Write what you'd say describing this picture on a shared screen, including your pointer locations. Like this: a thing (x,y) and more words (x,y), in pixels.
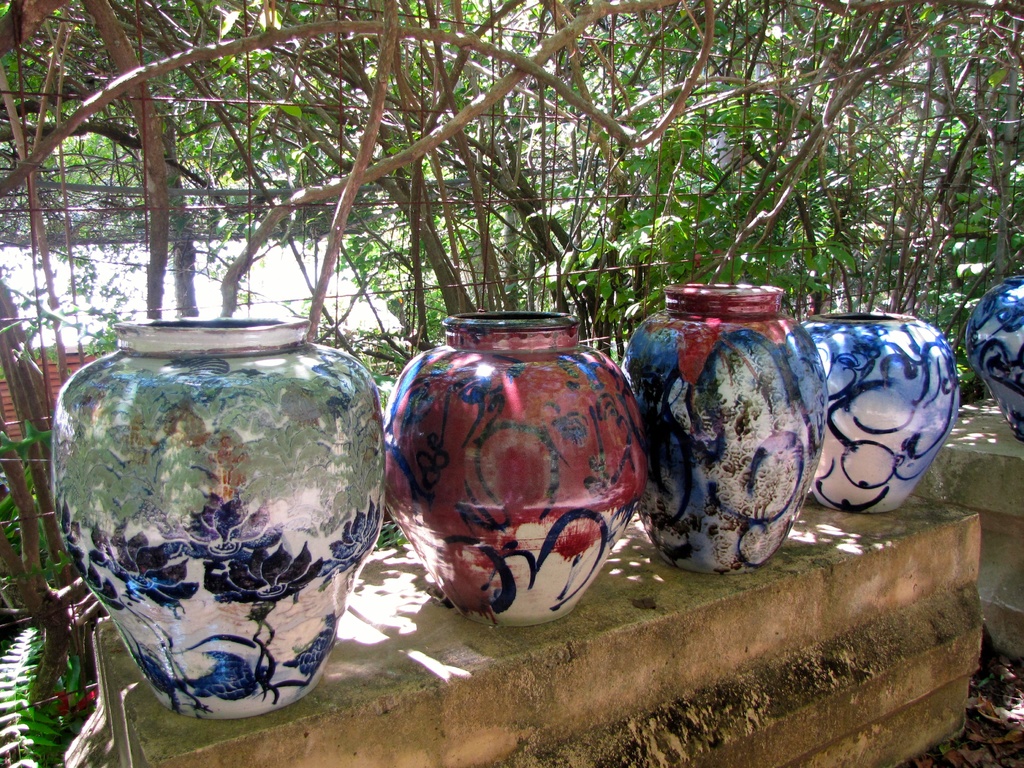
In the foreground of this picture (566,573), there are painted pots (673,495) and in the background (871,168), there are trees (603,142) and the fencing (203,209).
